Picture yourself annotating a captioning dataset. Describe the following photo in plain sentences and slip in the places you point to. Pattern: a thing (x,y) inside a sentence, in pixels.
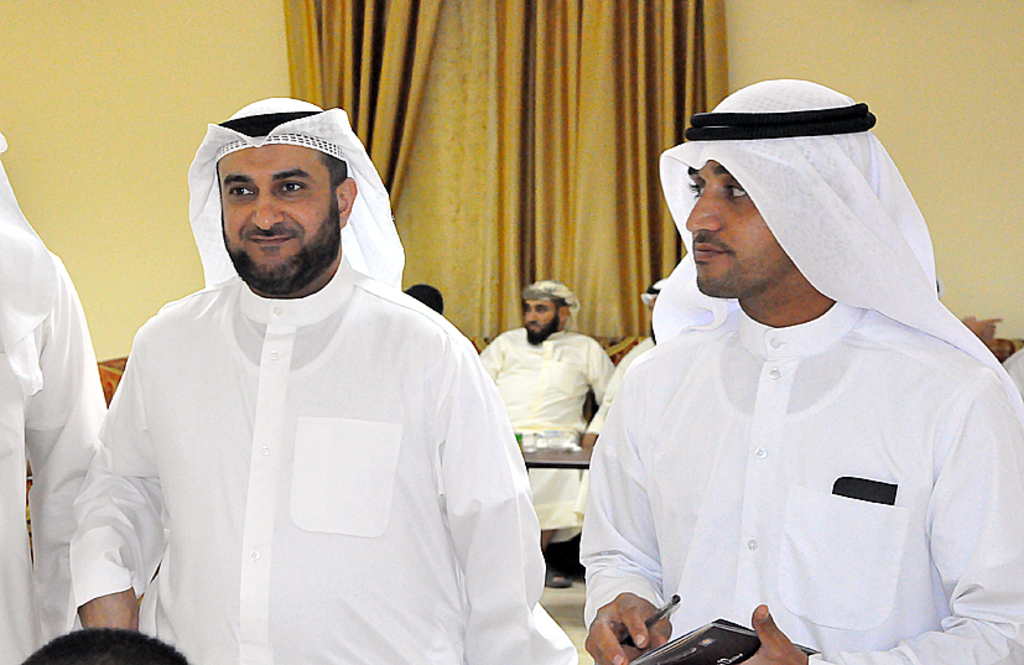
In this image there are three people (847,563) wearing thobe (834,574), a person (756,623) on the right side of the image (893,345) is holding a book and a pen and behind him there are people (577,346) sitting, there are curtains (515,318) in the background (515,300).
